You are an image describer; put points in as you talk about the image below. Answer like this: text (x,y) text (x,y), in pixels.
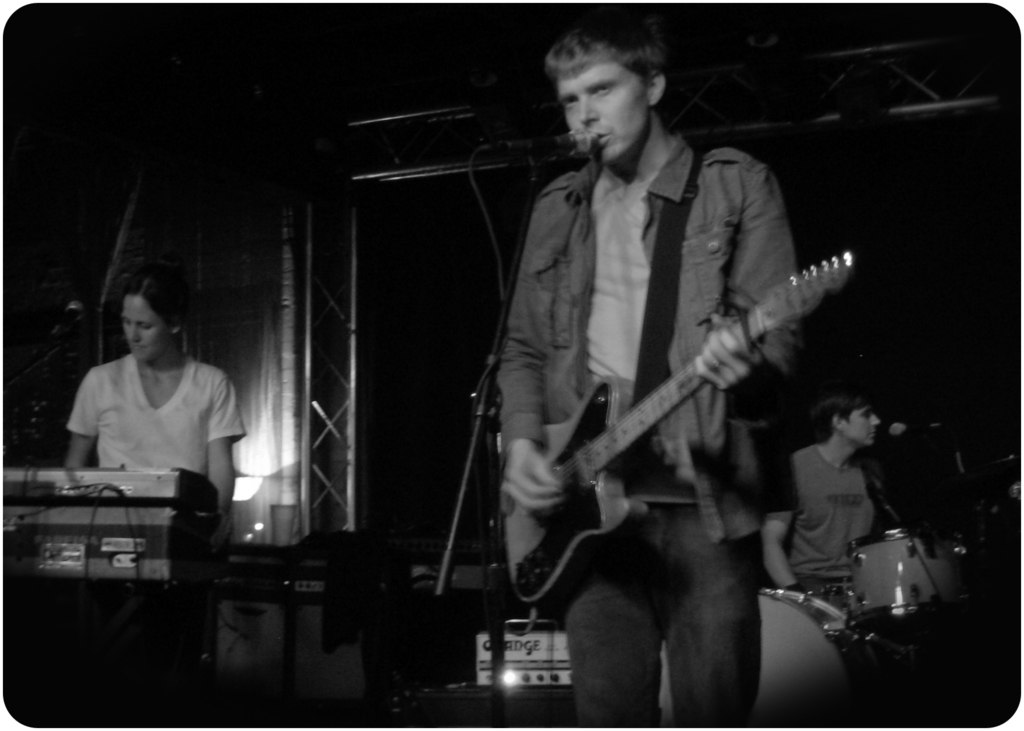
In this image I can see two men (731,404) and a woman (206,385), I can also see they all are holding musical instruments (613,517). Here I can see a mic (574,144) in front of him.
